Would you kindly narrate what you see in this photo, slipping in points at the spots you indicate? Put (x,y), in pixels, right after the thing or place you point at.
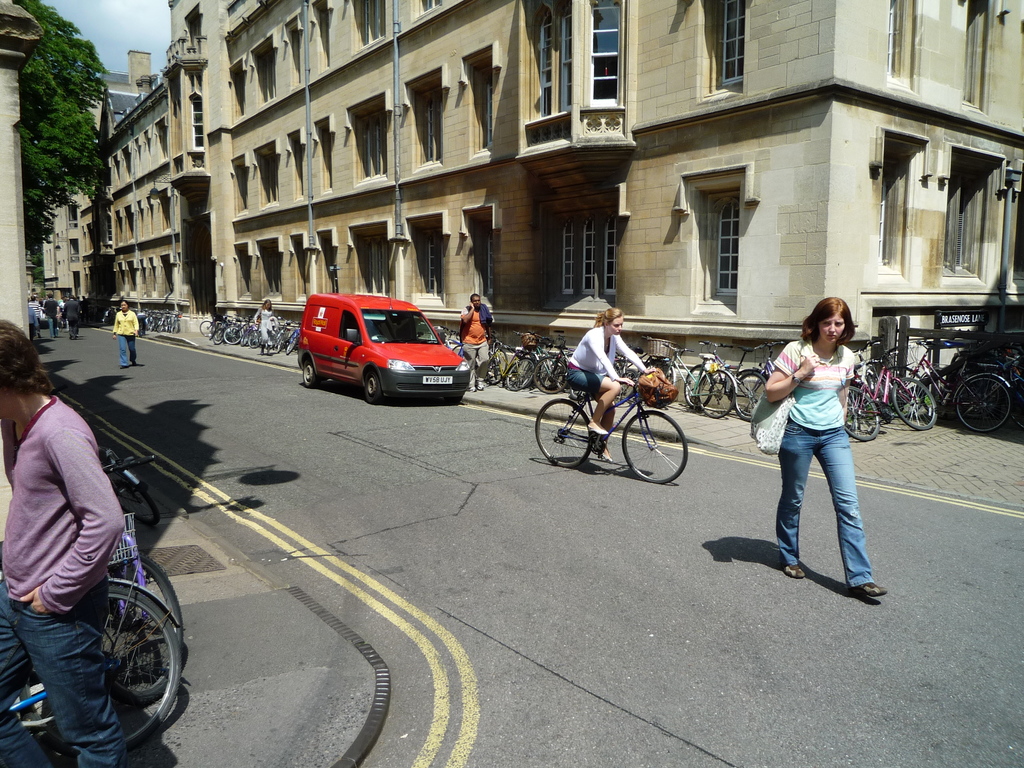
In this picture I can see buildings (287,171) and I can see trees (37,239) and few people (125,316) walking and I can see a woman (593,430) riding bicycle (563,430) and I can see few bicycles (911,414) parked on the sidewalk (911,428) and I can see a car (385,375) on the road (441,435) and I can see a cloudy sky (148,46).
